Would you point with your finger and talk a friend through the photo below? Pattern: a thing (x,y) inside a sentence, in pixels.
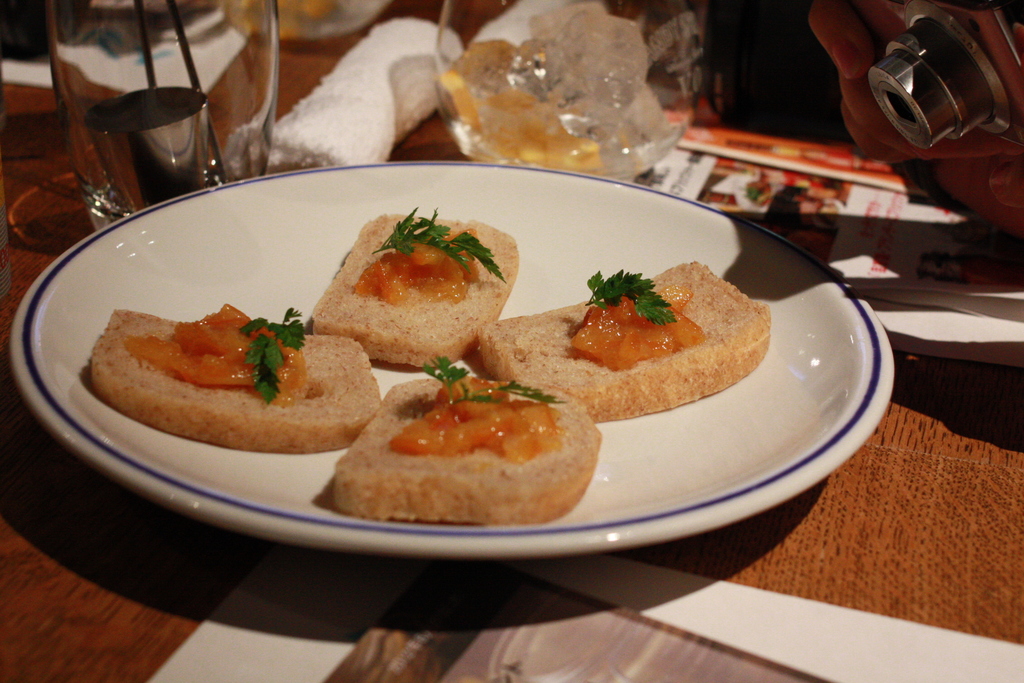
In this image we can see some food items (386,251) are kept on the white plate (368,216), we can see a person hand (849,89) holding camera (884,56) and we can see a few more objects (212,94) which are placed on the wooden table (118,570).
